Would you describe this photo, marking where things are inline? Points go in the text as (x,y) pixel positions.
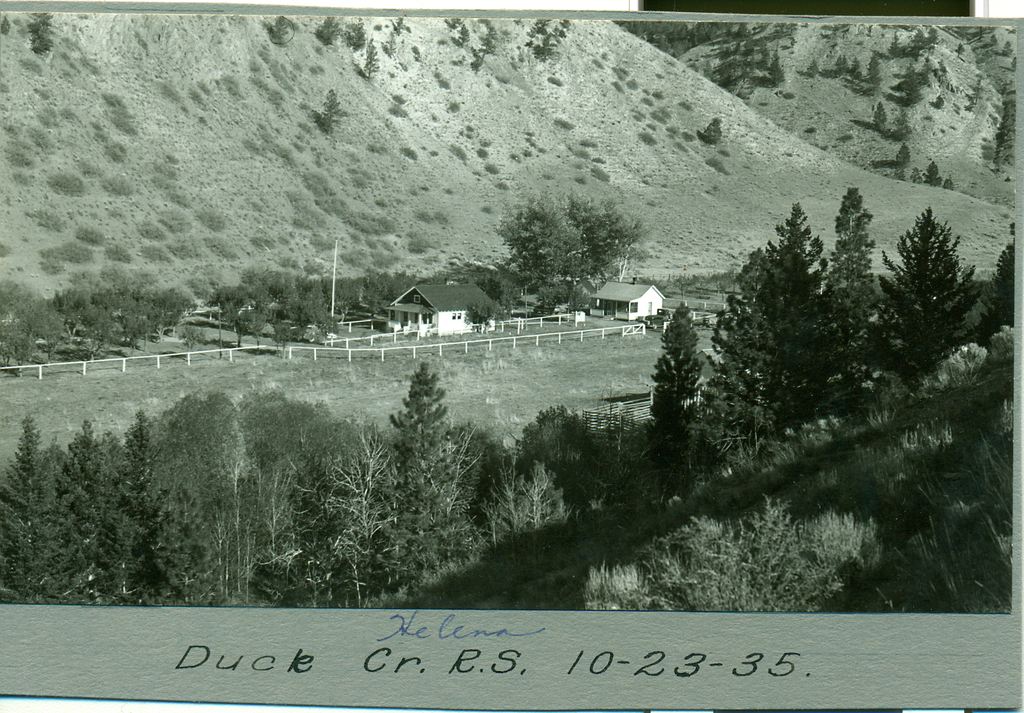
In this image we can see some trees (237,556), houses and in the background of the image (366,105) there are some mountains (387,95).
